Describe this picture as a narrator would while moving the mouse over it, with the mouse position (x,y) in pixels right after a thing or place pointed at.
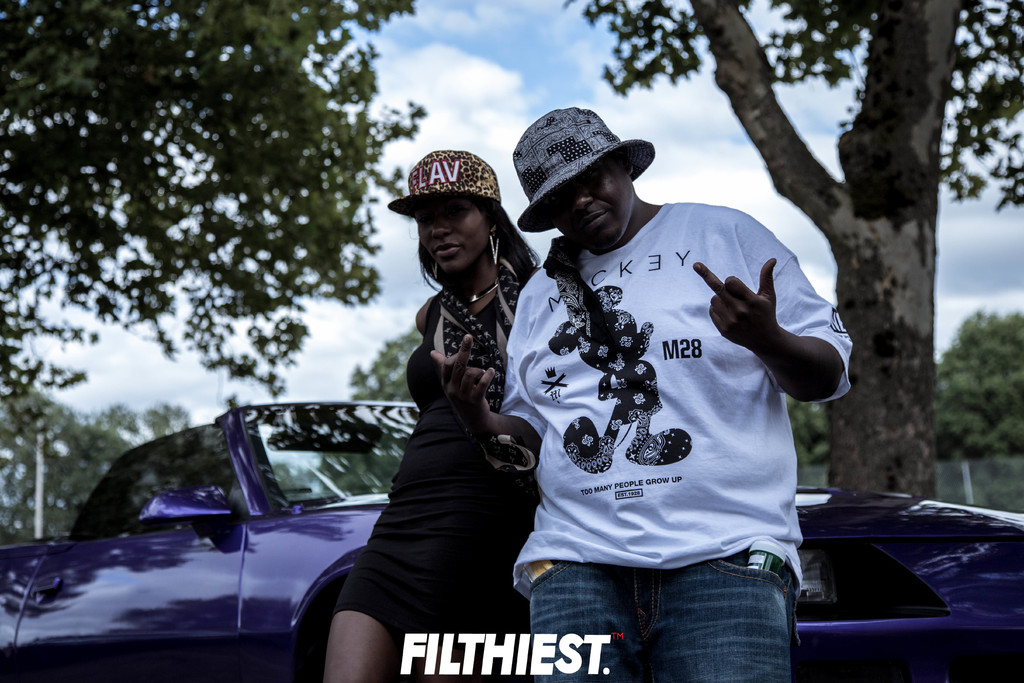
This picture is clicked outside. On the right (714,274) we can see a person (654,280) wearing white color t-shirt (665,317), hat (591,125) and leaning on a blue color car (805,569) and we can see a woman (436,301) wearing black color dress (439,389), scarf (453,308) and a cap (453,185) and seems to be leaning on the car (287,524). In the background (379,220) we can see the sky (373,206), trees (372,231), metal rods (36,515) and a blue color car (245,550) and we can see the text (683,345), numbers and some picture (617,354) on the t-shirt (645,352) of a person (655,490). At the bottom (584,659) we can see the text (488,649) on the image.
